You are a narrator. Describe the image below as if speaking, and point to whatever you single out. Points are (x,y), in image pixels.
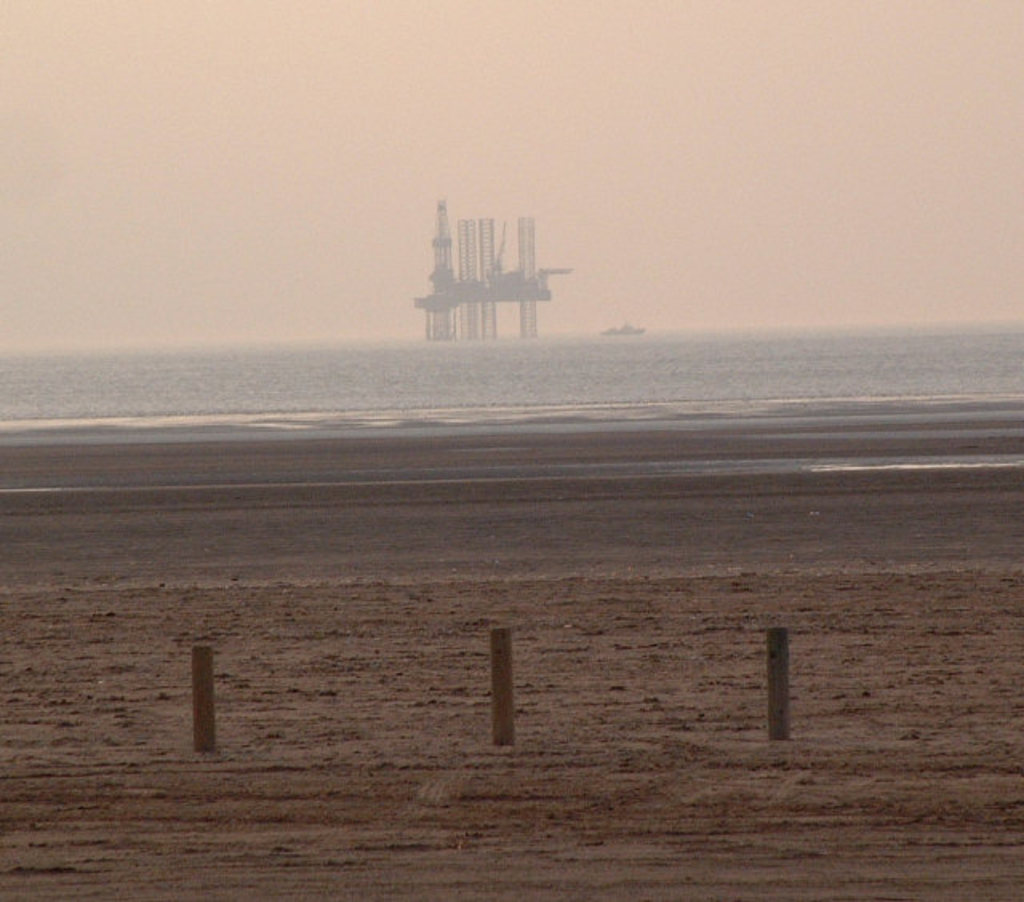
In this image, we can see ground (570,599) and poles (777,692). Background (968,362) we can see water (488,362), towers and sky (580,144).
